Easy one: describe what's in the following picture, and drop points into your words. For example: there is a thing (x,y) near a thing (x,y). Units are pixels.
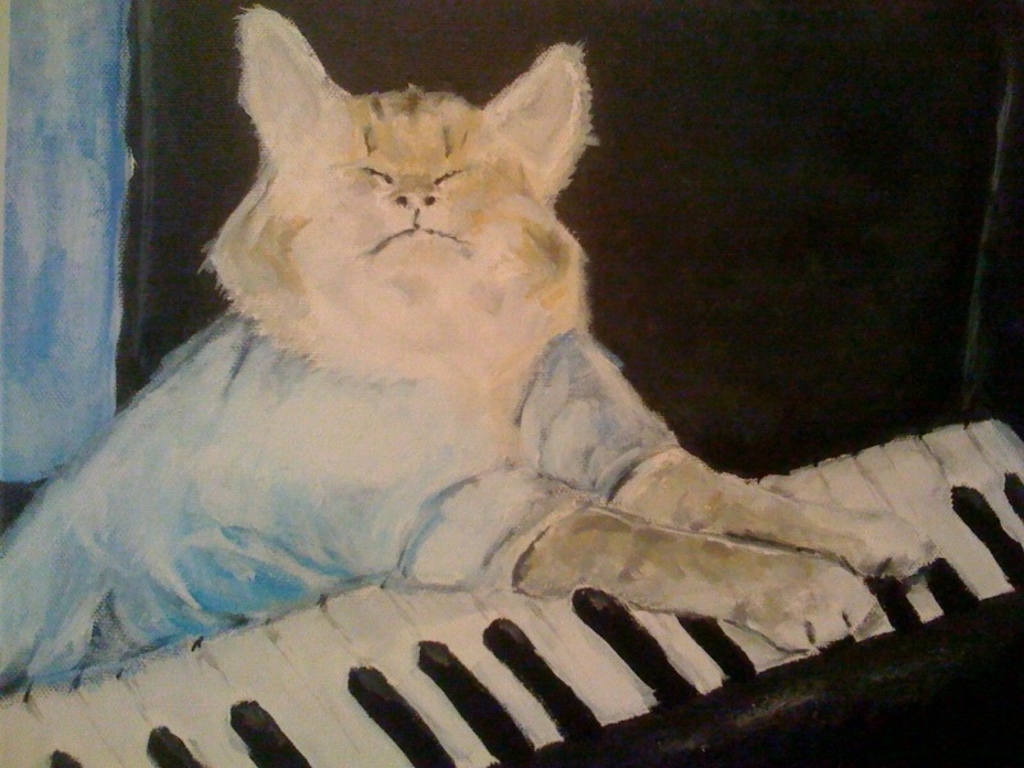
This is a painting of a cat (362,299) playing a keyboard (458,651). In the background (773,231) it is black.
